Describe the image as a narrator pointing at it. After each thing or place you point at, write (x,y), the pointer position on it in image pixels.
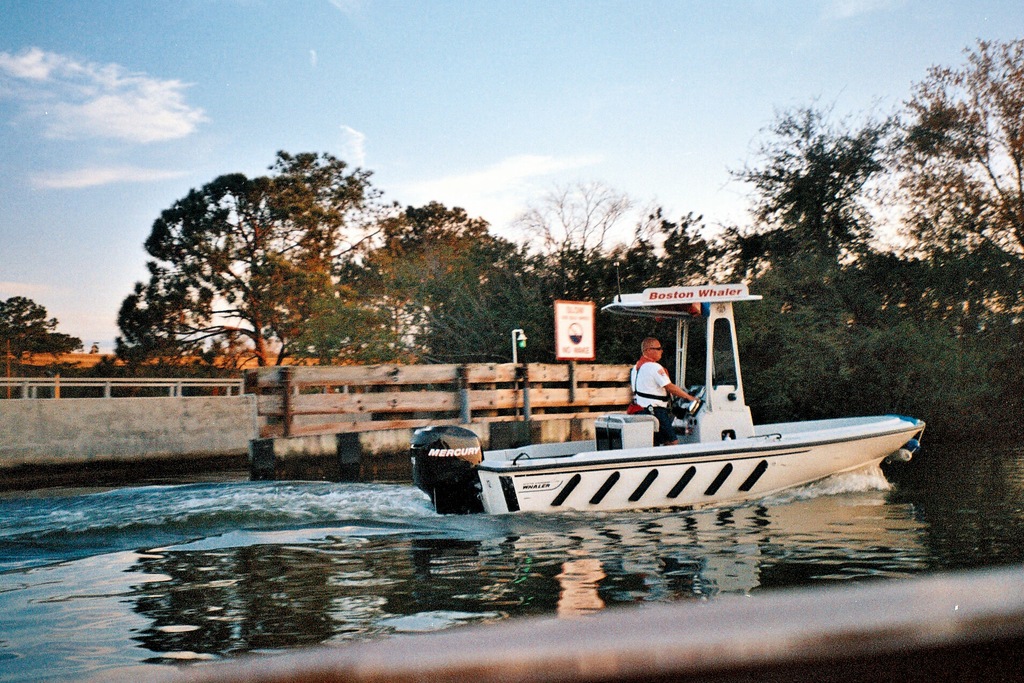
This image is taken outdoors. At the top of the image (135,151) there is the sky (81,87) with clouds (108,63). At the bottom of the image (591,573) there is a river (217,569) with water (669,556). In the background (453,307) there are many trees (453,307) a few plants (865,355). There is a railing (236,383). There is a wooden fence (332,406). There is a wall (72,432) and there is a board (578,340). In the middle of the image (627,453) a man (644,407) is sitting in the motorboat (585,464) and riding.
